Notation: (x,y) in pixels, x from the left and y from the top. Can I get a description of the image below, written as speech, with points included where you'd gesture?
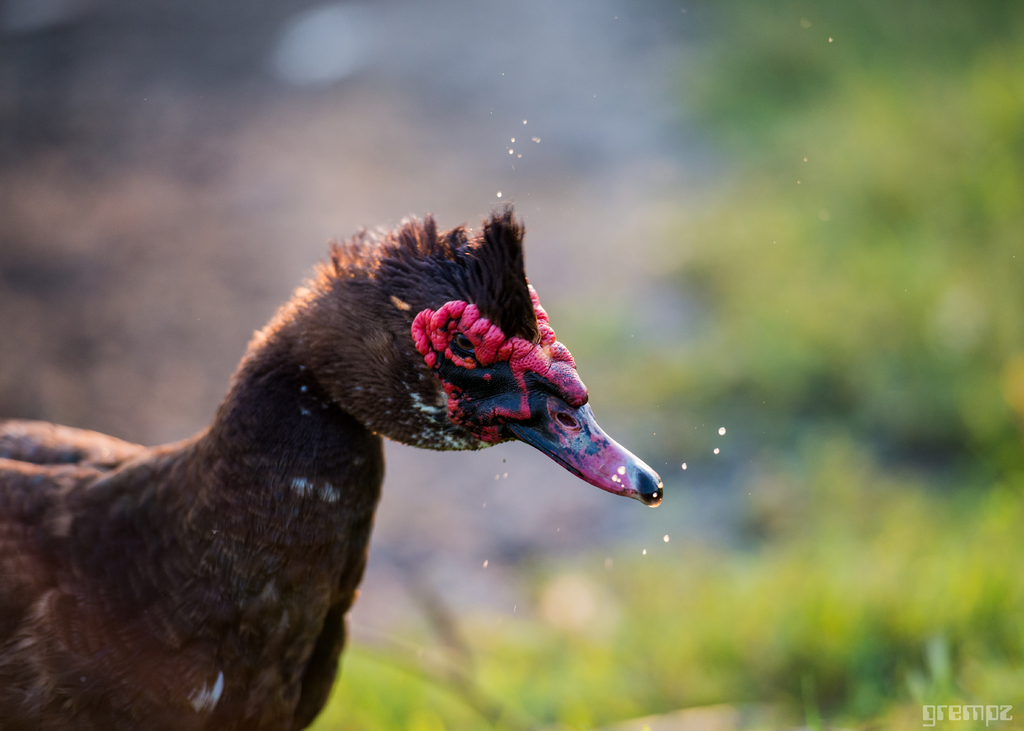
In the foreground of this image (332,611), on the left (235,513), there is a duck (343,454) and the background (617,669) image is blurred.
